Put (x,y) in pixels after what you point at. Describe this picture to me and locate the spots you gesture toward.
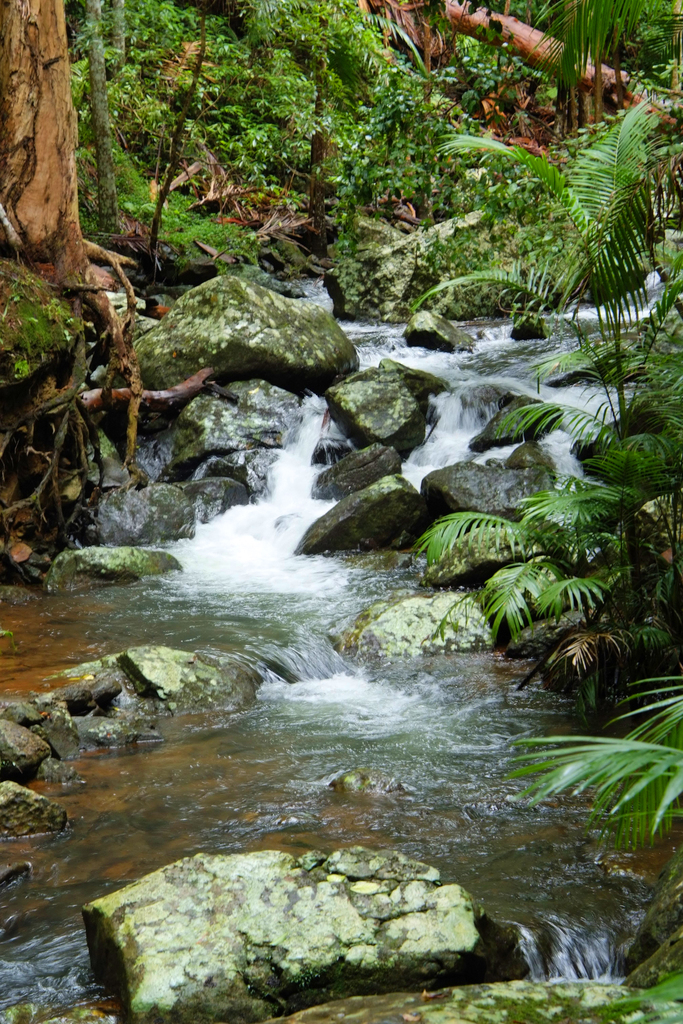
Here we can see water (448,409) is flowing and there are stones (209,513) in the water (292,614). In the background (266,214) there are trees (67,132) and plants (111,115).
